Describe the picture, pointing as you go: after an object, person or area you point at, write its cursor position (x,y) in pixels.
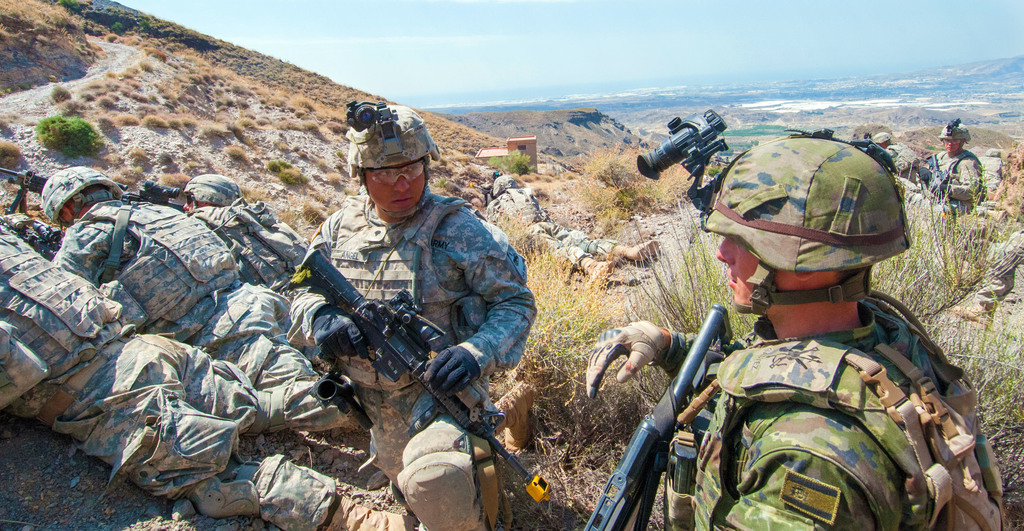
In this picture we can see group of people (424,204), they are holding guns (716,319) and we can see cameras (378,103) to the helmets (723,210), beside them we can find few plants (643,391), in the background (475,142) we can see hills (516,121) and clouds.
